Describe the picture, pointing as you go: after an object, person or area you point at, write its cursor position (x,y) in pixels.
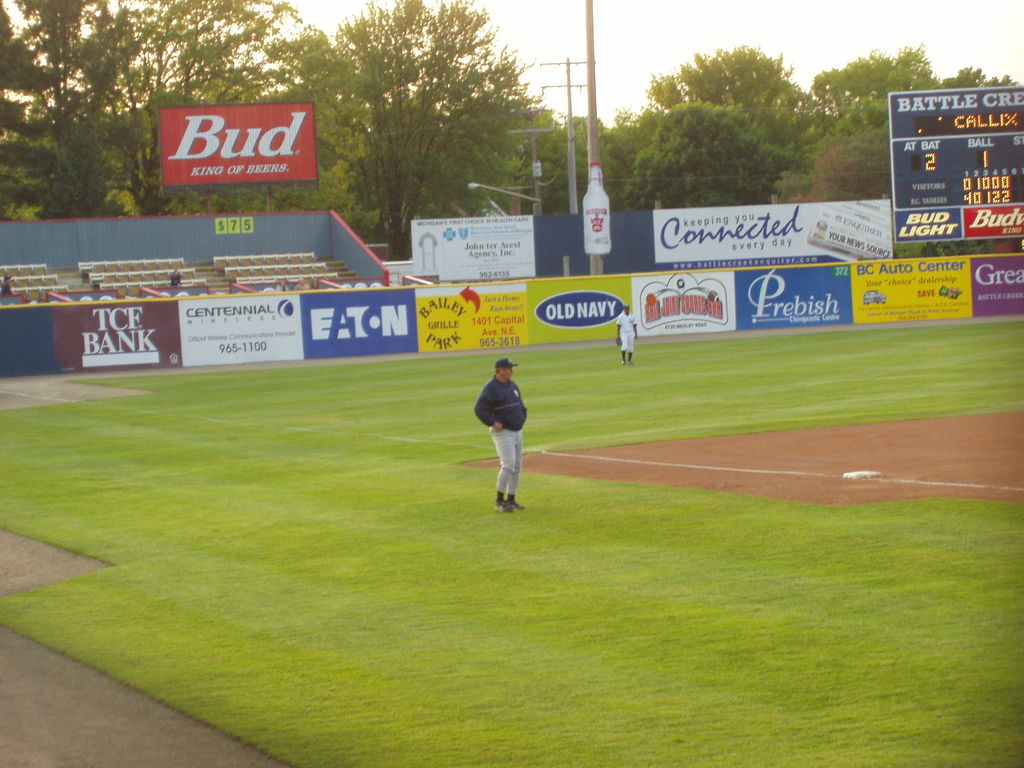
In the image we can see two people (632,317) standing, wearing clothes (502,463) and shoes (505,507), and one man (508,410) is wearing a cap (509,368). Here we can see the grass (454,654), posters (453,338) and text (673,267) on the poster (673,267). We can even see there are chairs (121,280), electric poles (532,115) and trees (459,147). We can see there are even other people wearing clothes (173,284). Here we can see the scoreboard (959,172) and the sky (754,27).
